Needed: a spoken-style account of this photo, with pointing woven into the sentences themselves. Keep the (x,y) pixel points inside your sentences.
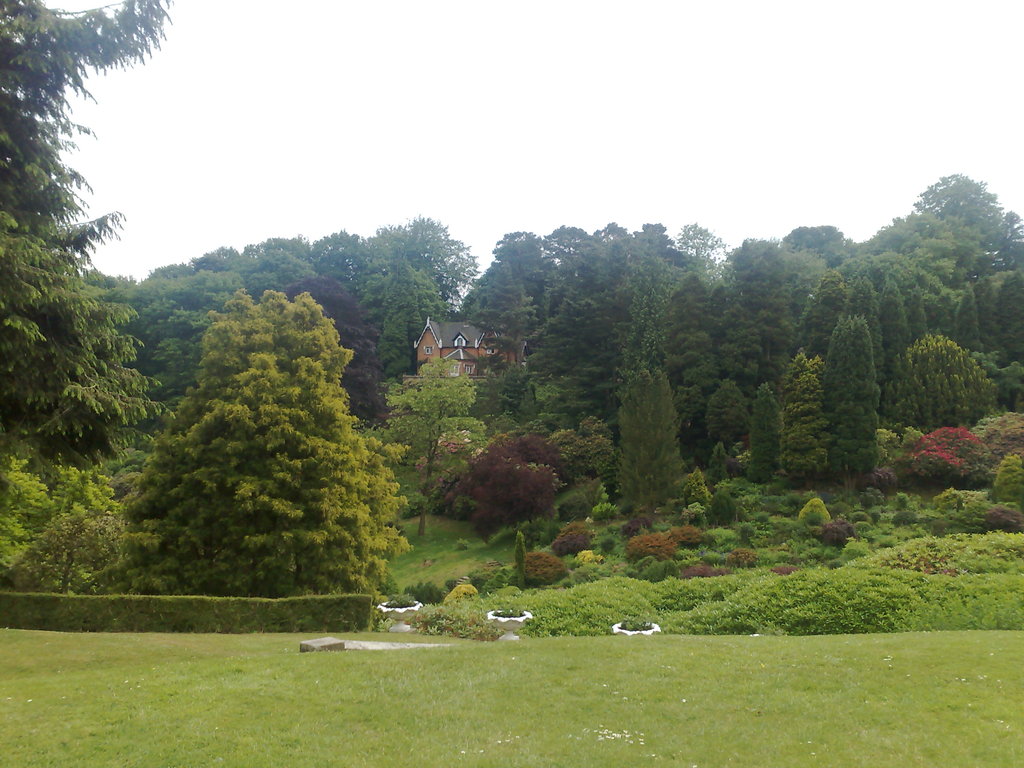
In this picture we can see grass (612,716) at the bottom (681,712), in the background (616,600) there are some trees (798,334), plants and a house (437,356), we can see the sky (601,95) at the top of the picture (554,88).
